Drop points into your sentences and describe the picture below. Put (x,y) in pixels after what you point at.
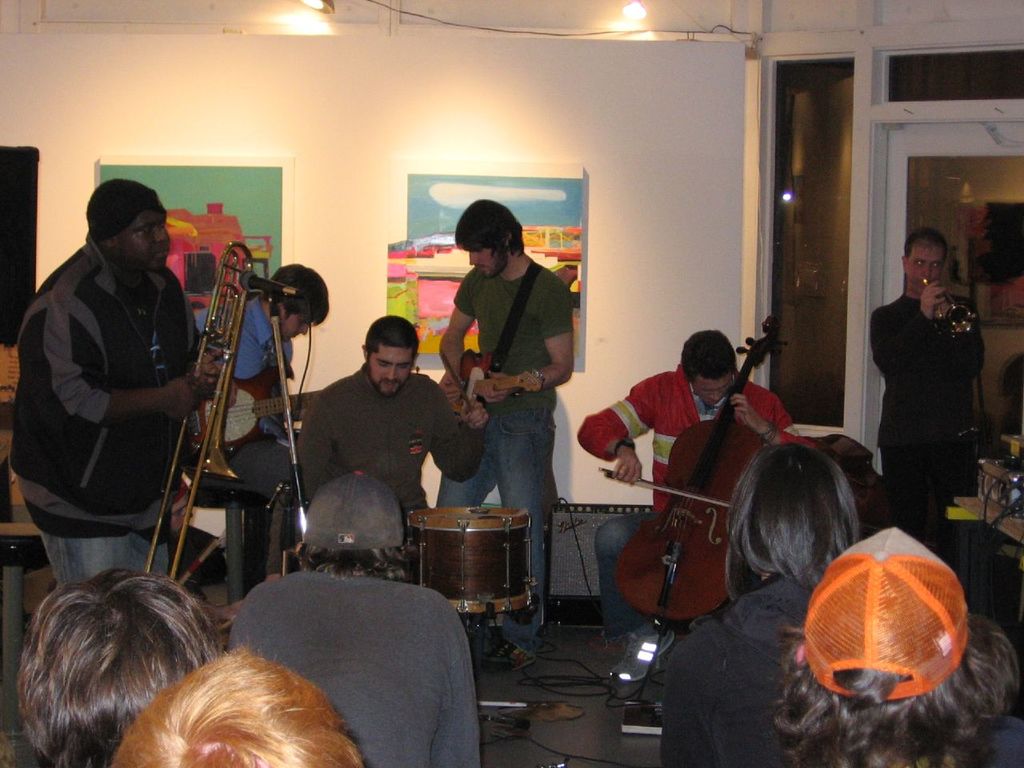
The picture is clicked in a room (666,299). There are some people (727,354) playing musical instruments (263,387). The person (727,341) wearing red shirt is playing cello (683,613). The person (912,272) in black shirt (880,350) is playing trumpet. The person (489,231) in green shirt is playing guitar (530,387). The person (388,344) in grey sweater (345,432) is playing drums (458,526). The person (261,346) in blue shirt (270,336) was also playing guitar (273,395). The person (202,368) in the left corner (53,356) is holding a trombone (225,326). There are another group of people (199,765) who are watching them.
